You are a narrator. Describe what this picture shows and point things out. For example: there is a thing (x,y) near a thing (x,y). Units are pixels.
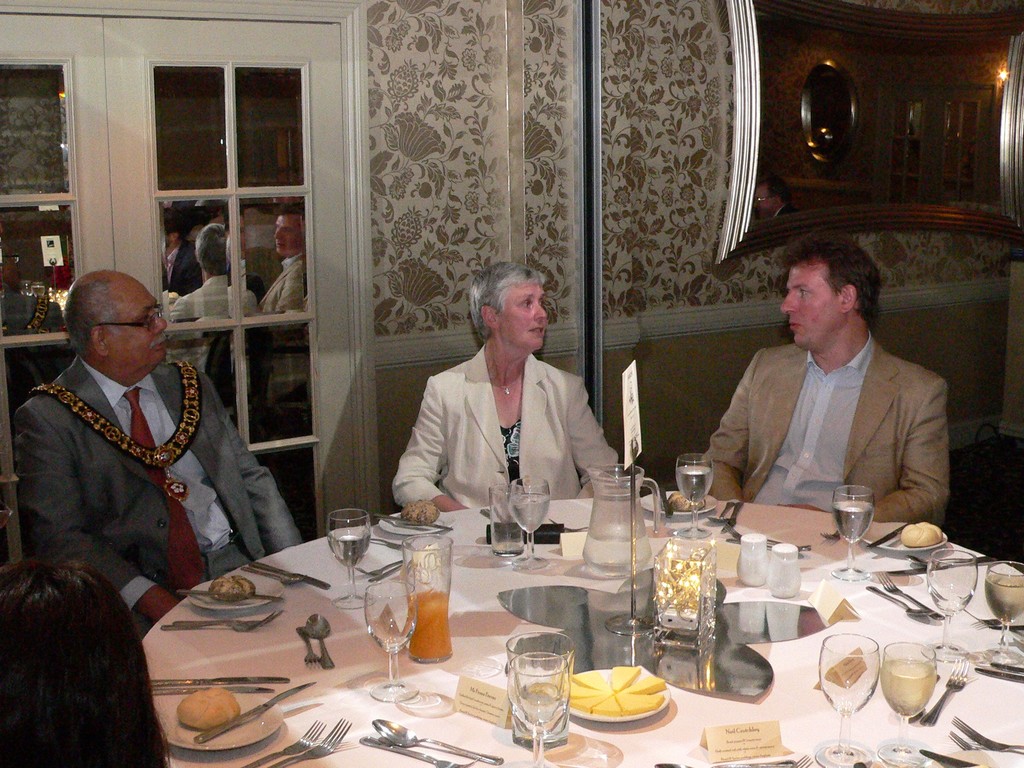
In this image I can see few persons (480,448) are sitting around the dining table (274,658). On the table (435,684) I can few spoons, few forks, few plates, few glasses (523,692), a glass mug (615,542) and few other objects (557,617). In the background (576,125) I can see the wall (608,152), a mirror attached to the wall (612,167), a white colored door (255,162) and on the door (119,251) I can see the reflection (208,277) of persons (217,260).
